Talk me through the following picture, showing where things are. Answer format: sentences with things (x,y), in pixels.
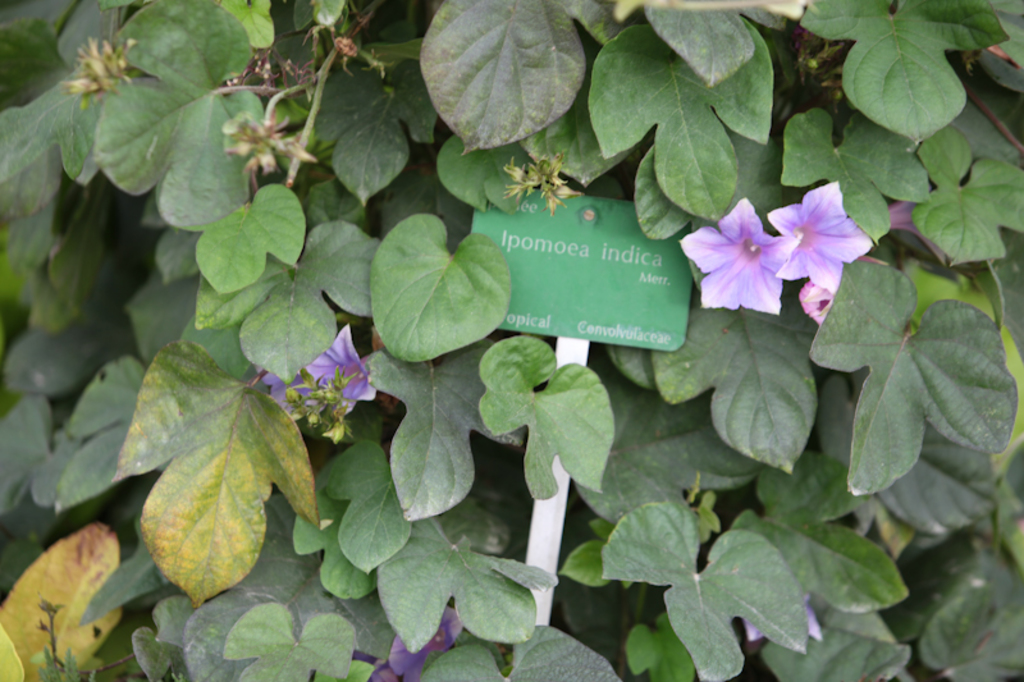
In this image we can see the flowers (756,265) of the plant (362,379). We can also see the green color text board (576,315) with the white color stick (542,554).
